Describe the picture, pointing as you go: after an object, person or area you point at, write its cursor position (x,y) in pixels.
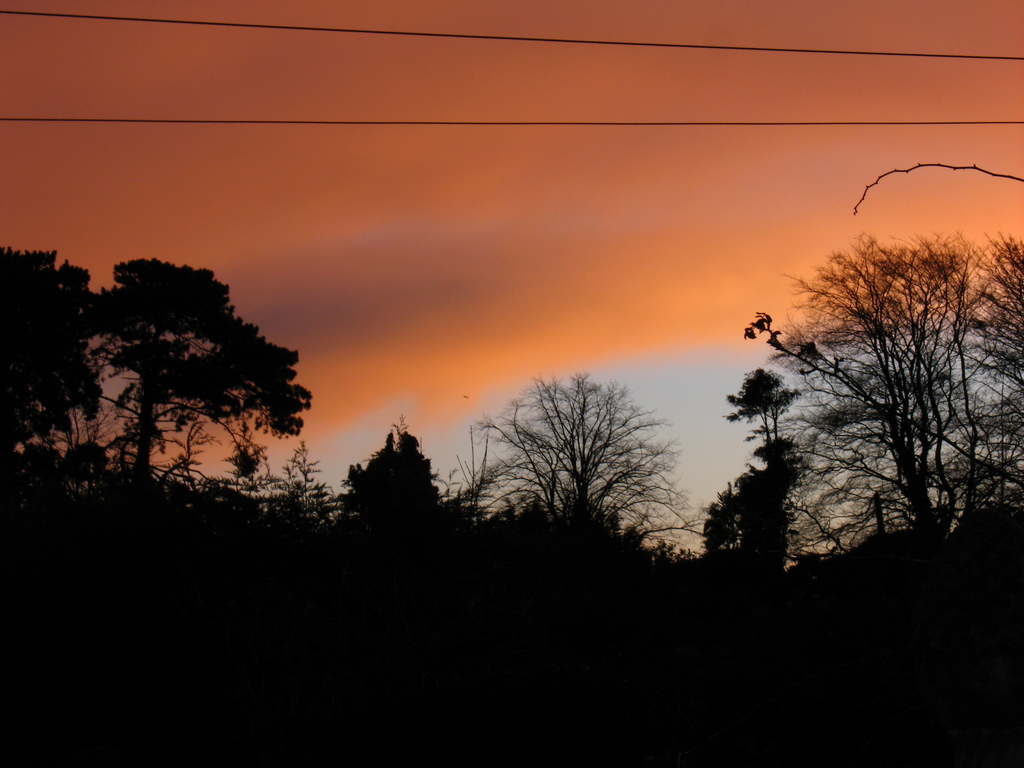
In this image we can see many trees (702,595). There are few electrical cables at the top of the image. There are few clouds (651,243) in the sky (623,201).
